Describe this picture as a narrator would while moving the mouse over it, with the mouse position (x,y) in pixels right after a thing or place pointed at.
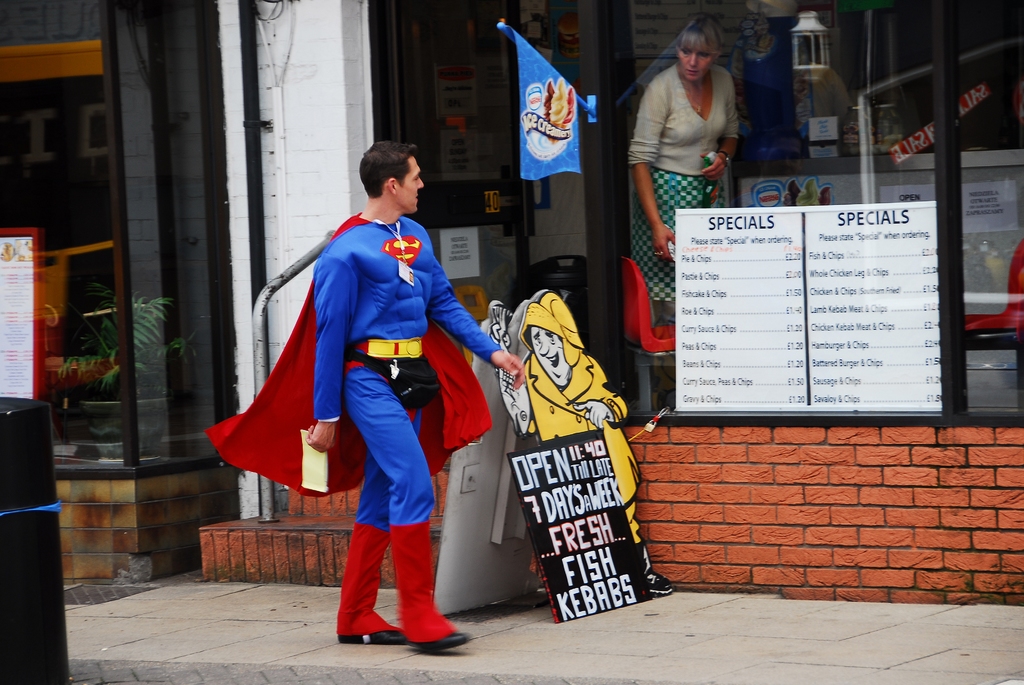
In this picture we can see a person (314,391) who wear a superman dress (388,469). Here we can see a woman (704,34) standing on the floor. This is the chair (626,321). And we can see a board (720,402) with the specials (814,298). Here this is the brick wall (852,526). And this is the road (718,644).
